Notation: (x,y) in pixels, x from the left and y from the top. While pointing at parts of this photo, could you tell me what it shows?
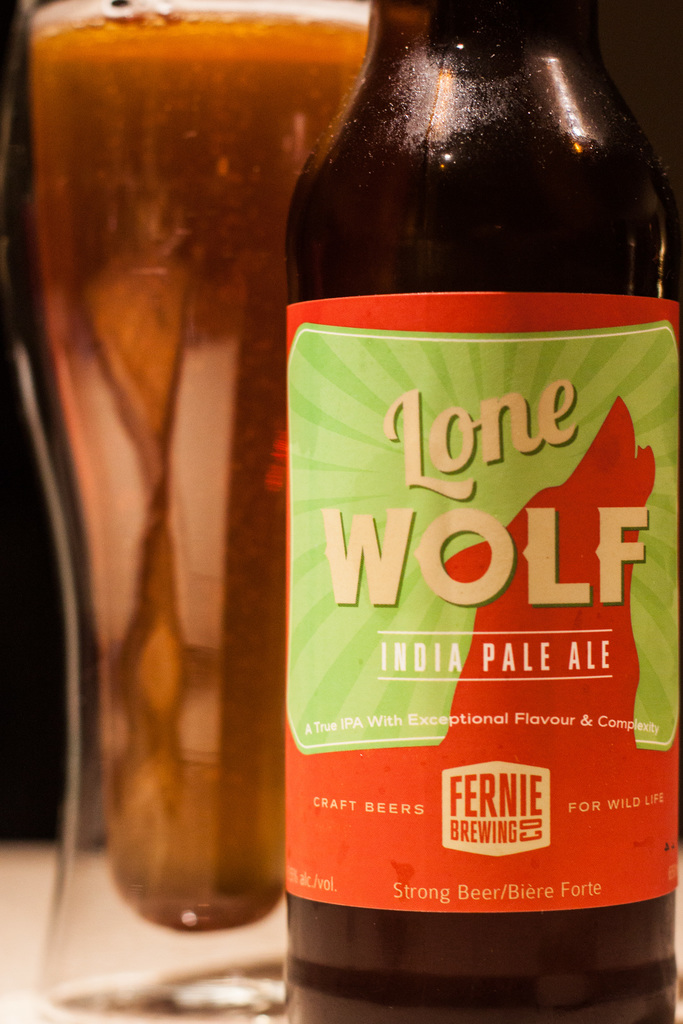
Here I can see a bottle (475,532) on which a paper (416,547) is attached. On this paper (490,496), I can see some text (565,438). On the left side (150,288) there is a glass (177,529) which consists of drink (223,415).
